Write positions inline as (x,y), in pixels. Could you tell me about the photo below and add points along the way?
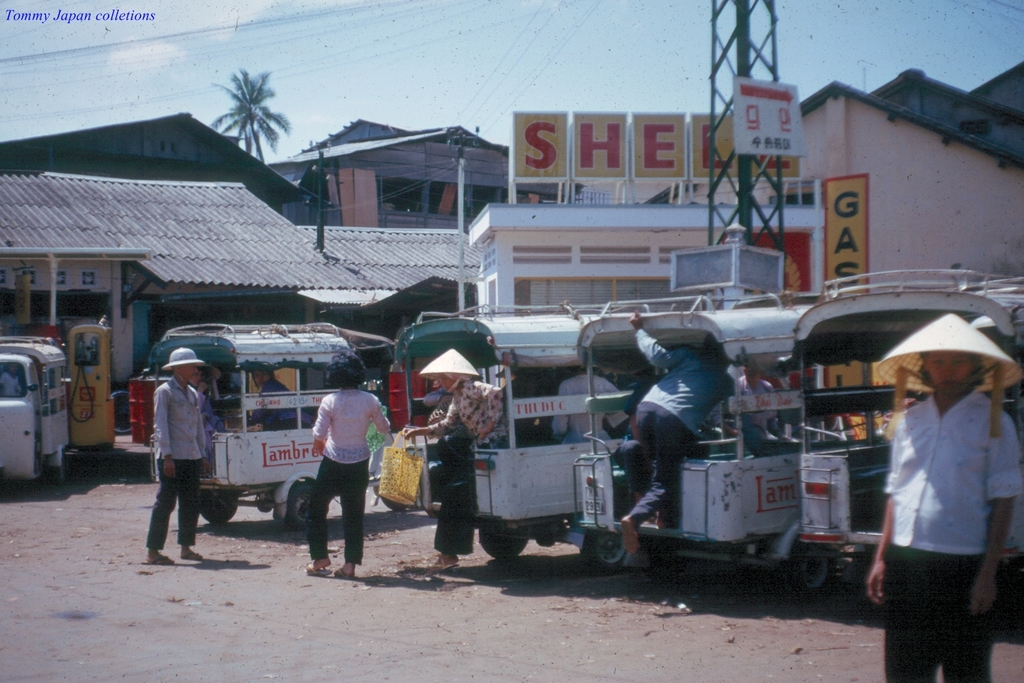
This is an outside view. At the bottom (241,618), I can see the ground (118,669). There are few vehicles (548,455) and few people (463,453) are standing on the ground (317,609). In the background (329,221) there are many houses (551,204), few poles (459,219) and trees (244,120). At the top of the image (385,40) I can see the sky (447,38).
